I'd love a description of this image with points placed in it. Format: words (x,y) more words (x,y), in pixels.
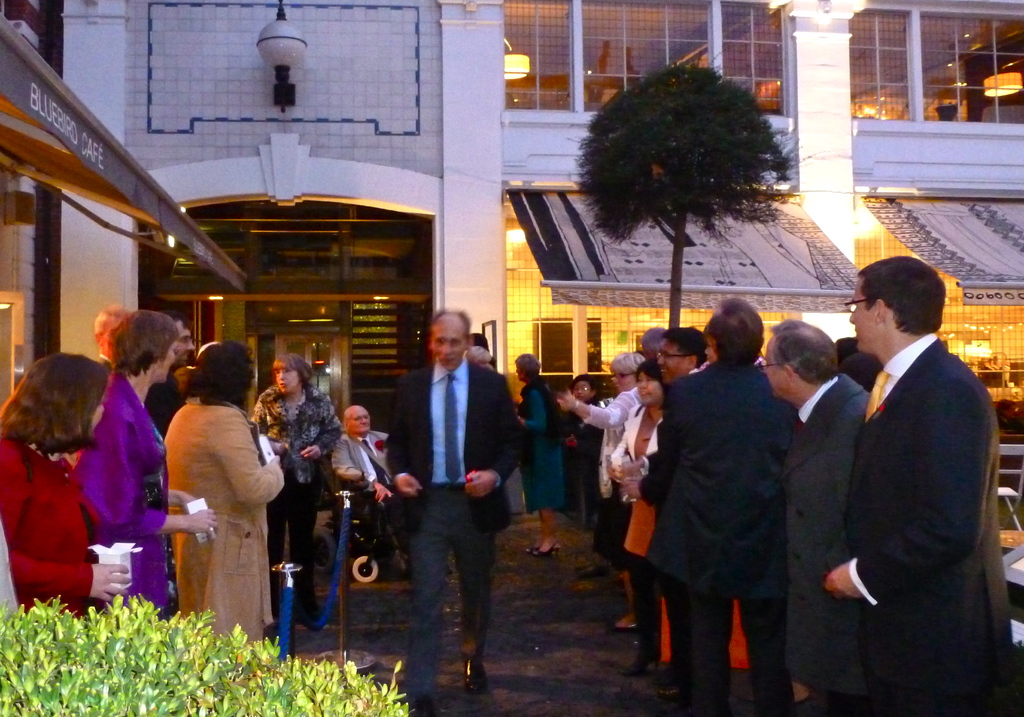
In this picture we can see a group of people (413,505) standing on the ground (376,629) and a man (367,473) sitting on a wheelchair (363,506), tree (603,205), sun shades (706,280), plants (315,696) and in the background (213,37) we can see a building (522,77) with windows (859,68), lights (516,226).
